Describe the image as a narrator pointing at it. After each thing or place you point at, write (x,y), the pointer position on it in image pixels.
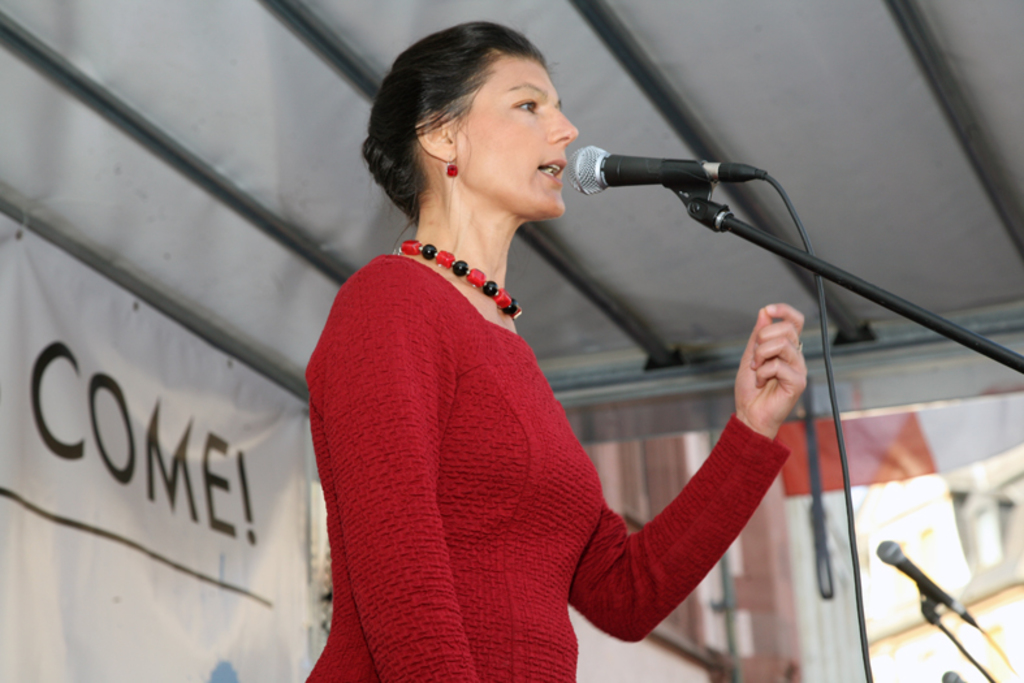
In this image we can see a lady (427,311) is talking, there are mics (914,311), there is a shed (730,187), also we can see a banner (225,556) with text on it.
